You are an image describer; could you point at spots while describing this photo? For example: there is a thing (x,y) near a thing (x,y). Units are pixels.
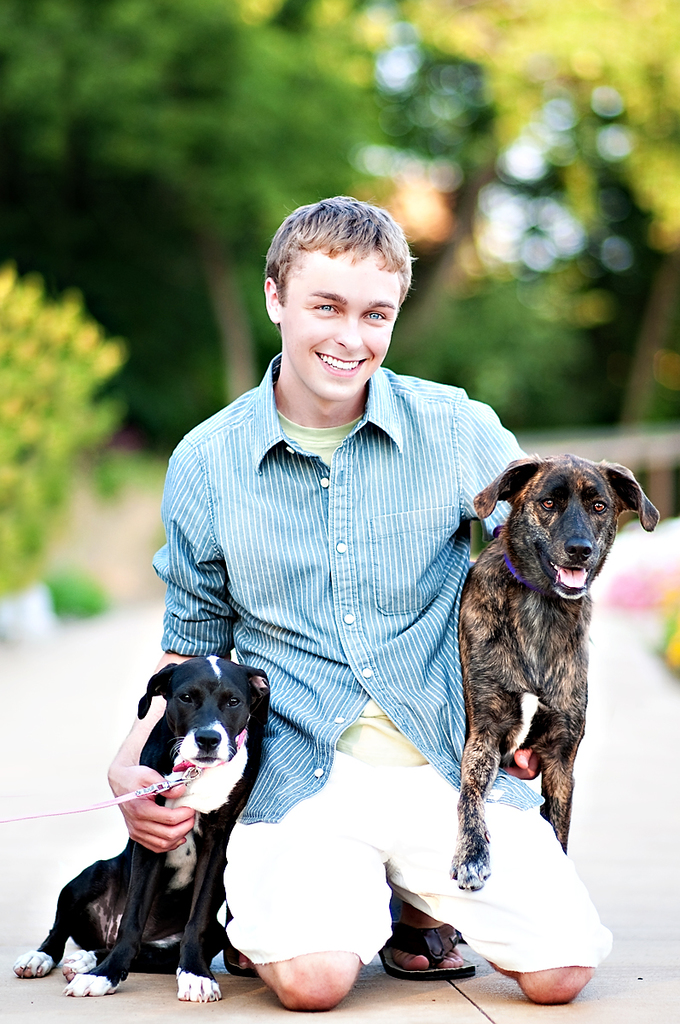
In this image I can see a person (219,479) wearing blue and white color shirt (417,653) and white color short (319,864) and the person (309,881) is holding two dogs (181,871). The dogs (204,874) are in black, white and brown color, background (21,94) I can see few trees (268,199) in green color.
